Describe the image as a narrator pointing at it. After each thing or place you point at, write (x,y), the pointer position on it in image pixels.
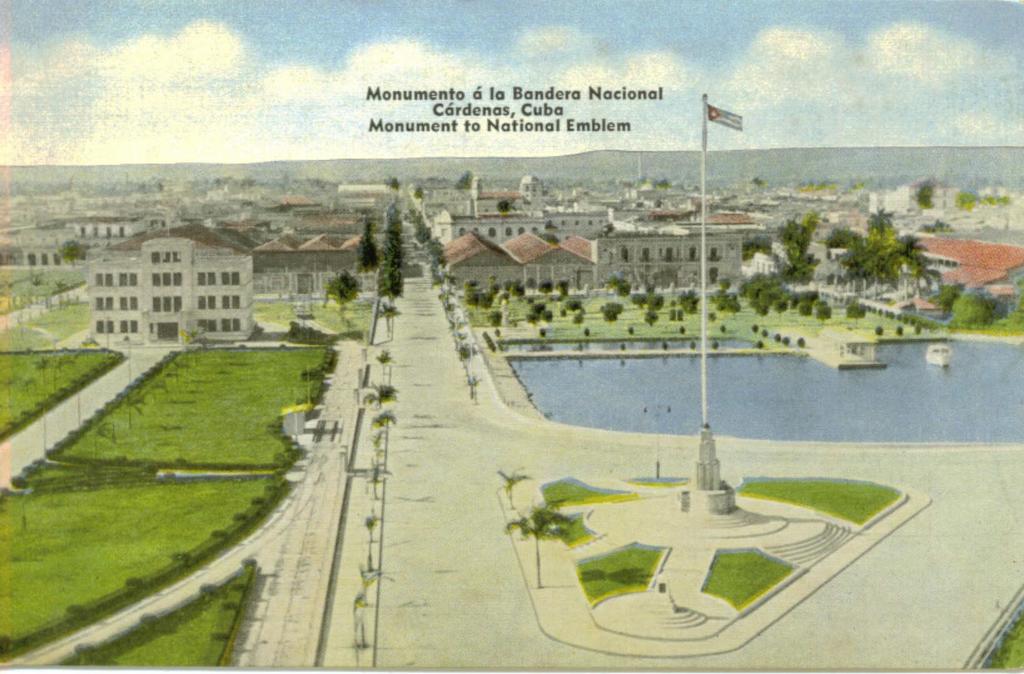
In this image we can see a poster (523,100) with text (444,96) and image of few buildings (471,248), trees (568,284), grass (225,379), flag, mountains (712,179) and the sky (551,144) in the background (610,62).
